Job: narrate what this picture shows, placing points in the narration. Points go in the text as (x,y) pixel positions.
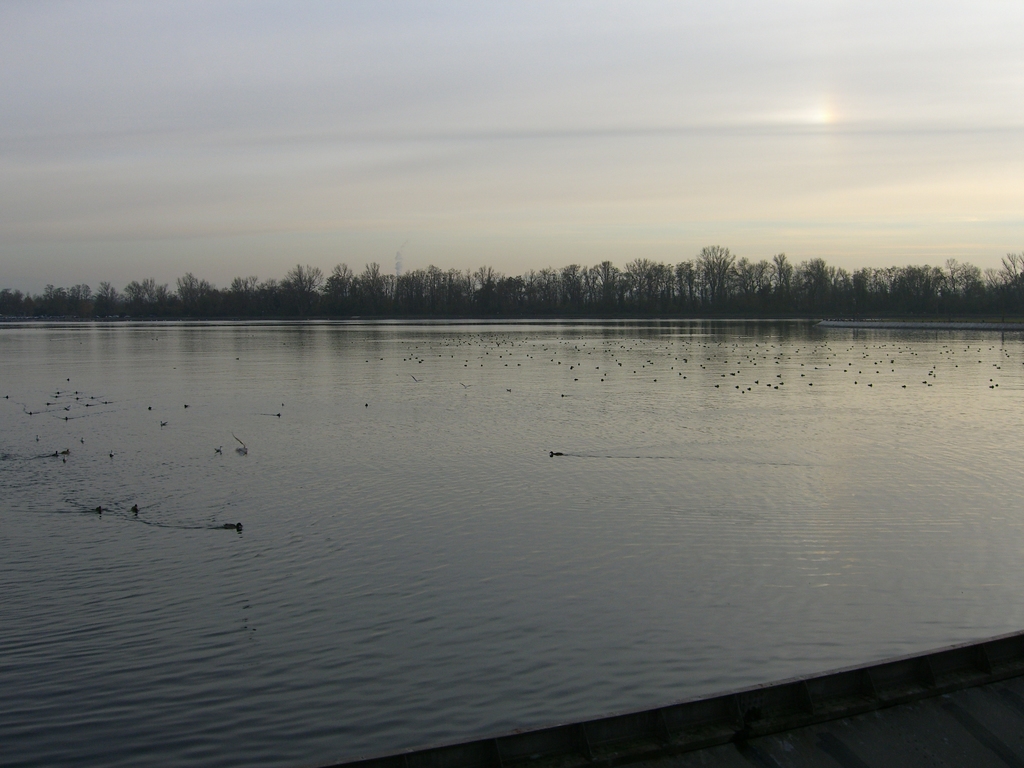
In this picture I can see there is a river (301,580), there are many birds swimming in the water (284,587) and in the backdrop (145,313) there are trees (145,313) and the sky (229,237) is cloudy.
